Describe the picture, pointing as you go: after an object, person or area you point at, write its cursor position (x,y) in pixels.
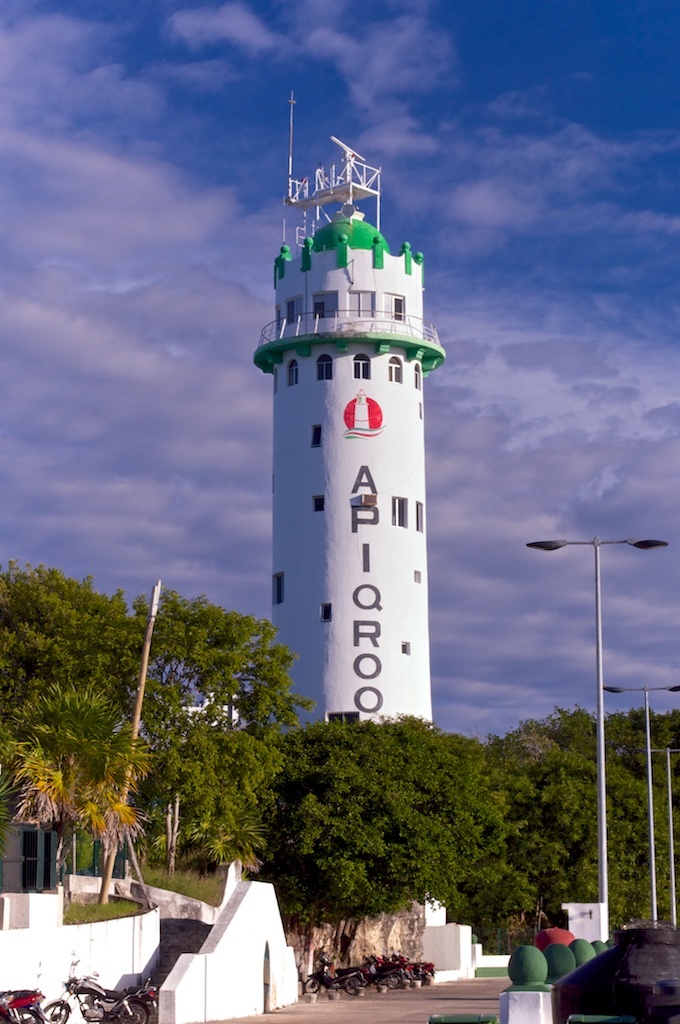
In the picture we can see a path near it, we can see a wall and some motorcycles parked near it and behind it, we can see some plants (347,767), trees (357,764) and behind it, we can see a pillar construction type of thing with some railing part of things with a pole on it and in the background (669,520) we can see a sky (640,253) with clouds (28,136).
